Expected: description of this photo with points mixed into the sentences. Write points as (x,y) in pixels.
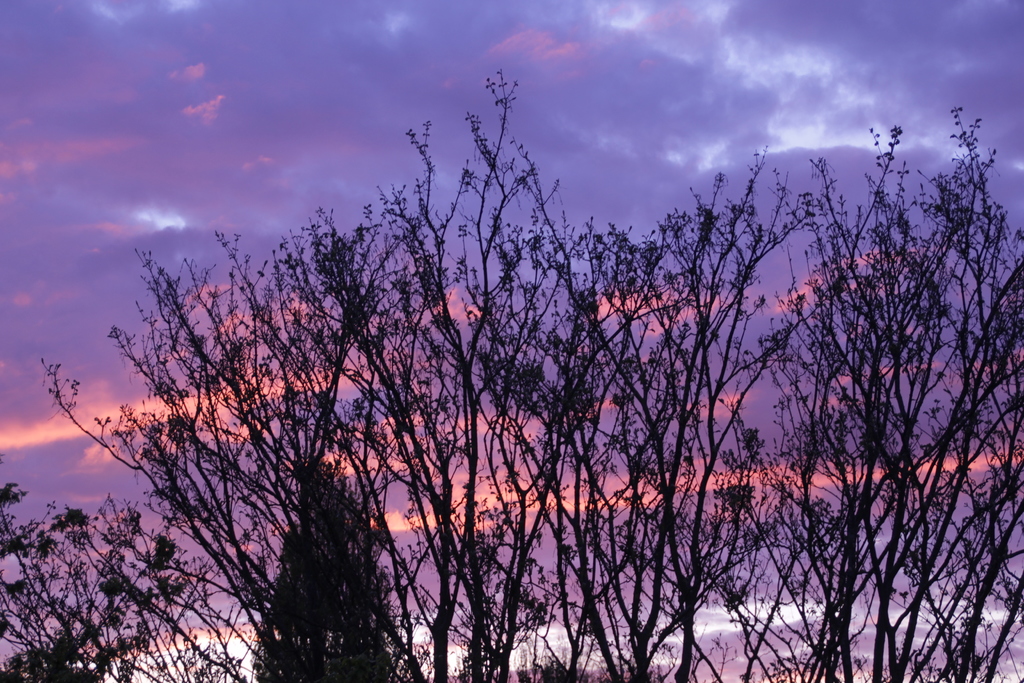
In this image there are so many trees (752,520) and some clouds (24,443) in sky (258,259).
